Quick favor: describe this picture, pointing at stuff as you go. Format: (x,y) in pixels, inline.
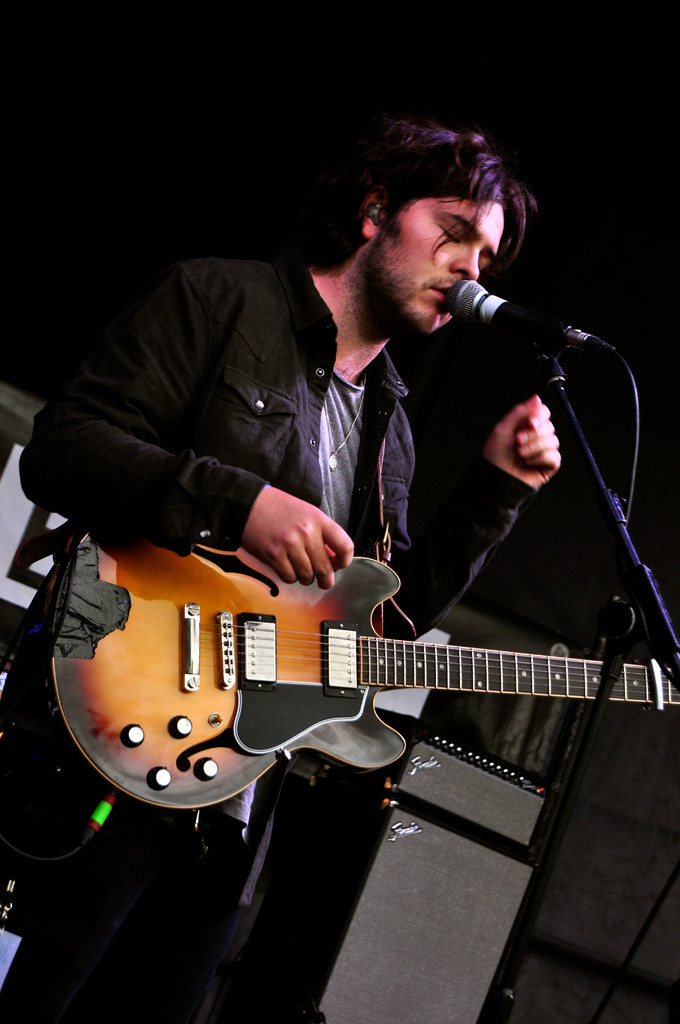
As we can see in the image there is a man (224,924) holding guitar (316,662) and singing on mic (466,291).
